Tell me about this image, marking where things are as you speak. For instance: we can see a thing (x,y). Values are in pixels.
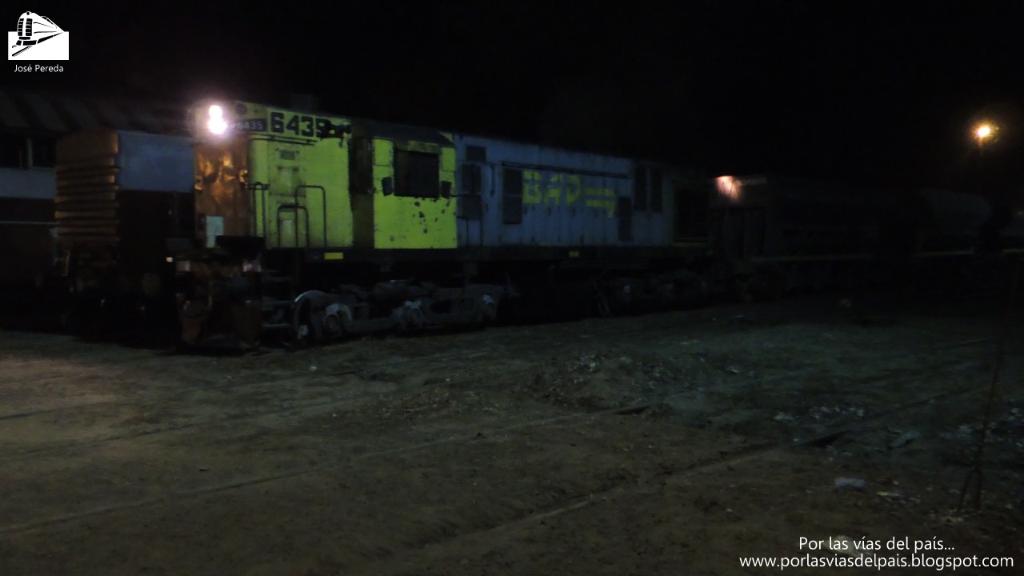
In this picture I can see there is a train (449,130) moving in the track (321,333) and it has a light (222,126) on the engine (279,210) and in the backdrop (968,128) there is a street light (973,132) and the rest of backdrop (102,62) is dark.
